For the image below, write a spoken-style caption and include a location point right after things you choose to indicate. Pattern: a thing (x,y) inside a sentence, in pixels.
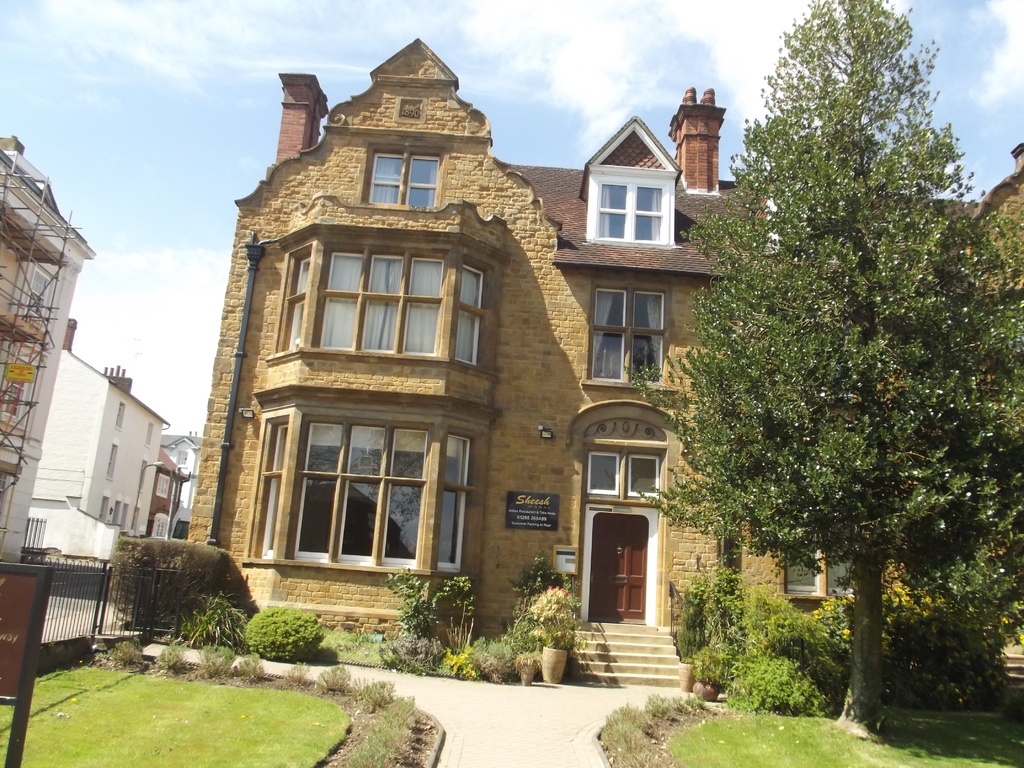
In this picture I can observe buildings (305,430). I can observe some grass (232,714) and plants (502,651) in front of the building (392,484). On the right side (819,374) there is a tree (798,446). In the background (377,35) I can observe some clouds (234,56) in the sky (358,88).
